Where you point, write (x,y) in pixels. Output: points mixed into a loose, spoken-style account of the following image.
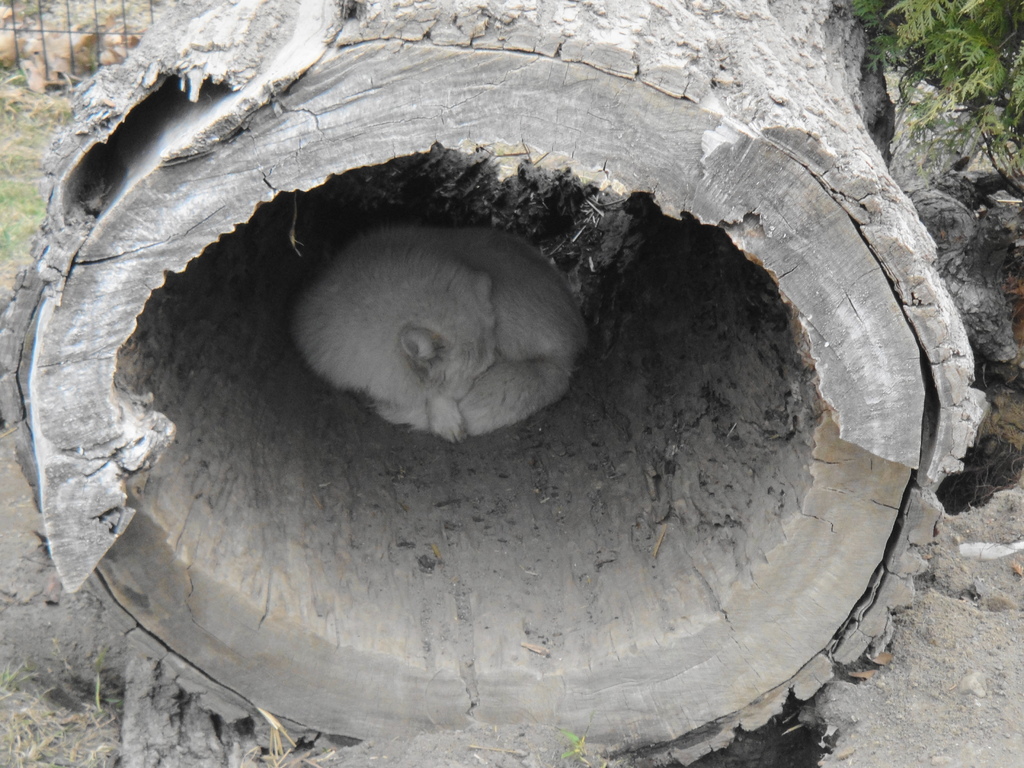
In this picture there is an animal (450,304) sleeping inside the tree trunk (814,291). At the back (53,54) there is a fence (53,54) and there is a plant (941,70). At the bottom (25,736) there is ground (909,736) and there is grass (42,725).
